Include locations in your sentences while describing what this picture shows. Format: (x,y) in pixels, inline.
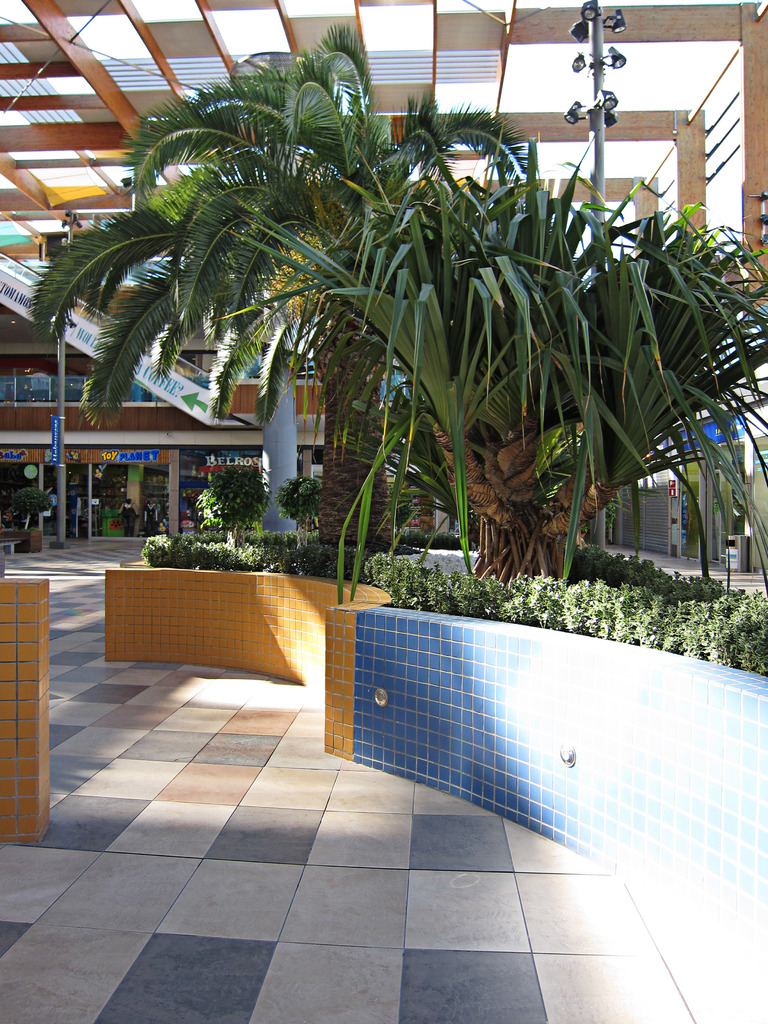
In this image we can see few stores (685,535). There are two trees (510,440) and many plants (766,621) in the image. There is a dustbin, a pole (596,159) and fewer lamps (604,102) connected to it.
